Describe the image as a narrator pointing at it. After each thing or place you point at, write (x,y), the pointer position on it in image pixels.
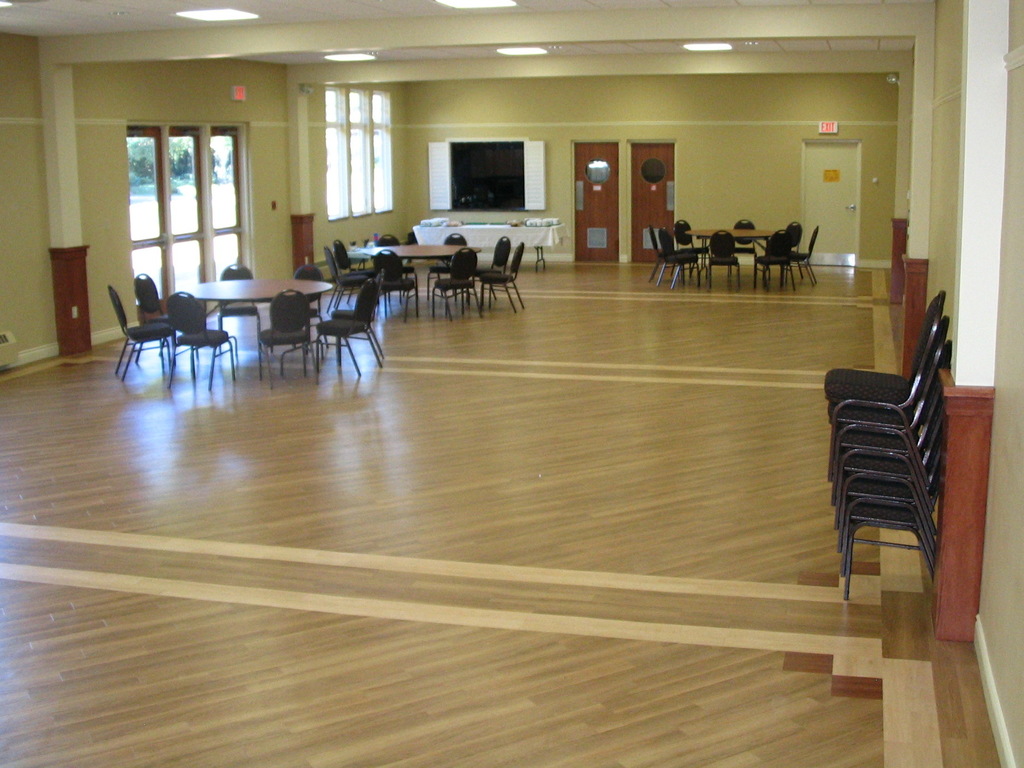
This image is clicked inside a room (545,349). There are chairs (205,331) and tables (752,232) in the middle (362,294). There are lights (447,0) at the top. There is a door (819,162) on the right side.
